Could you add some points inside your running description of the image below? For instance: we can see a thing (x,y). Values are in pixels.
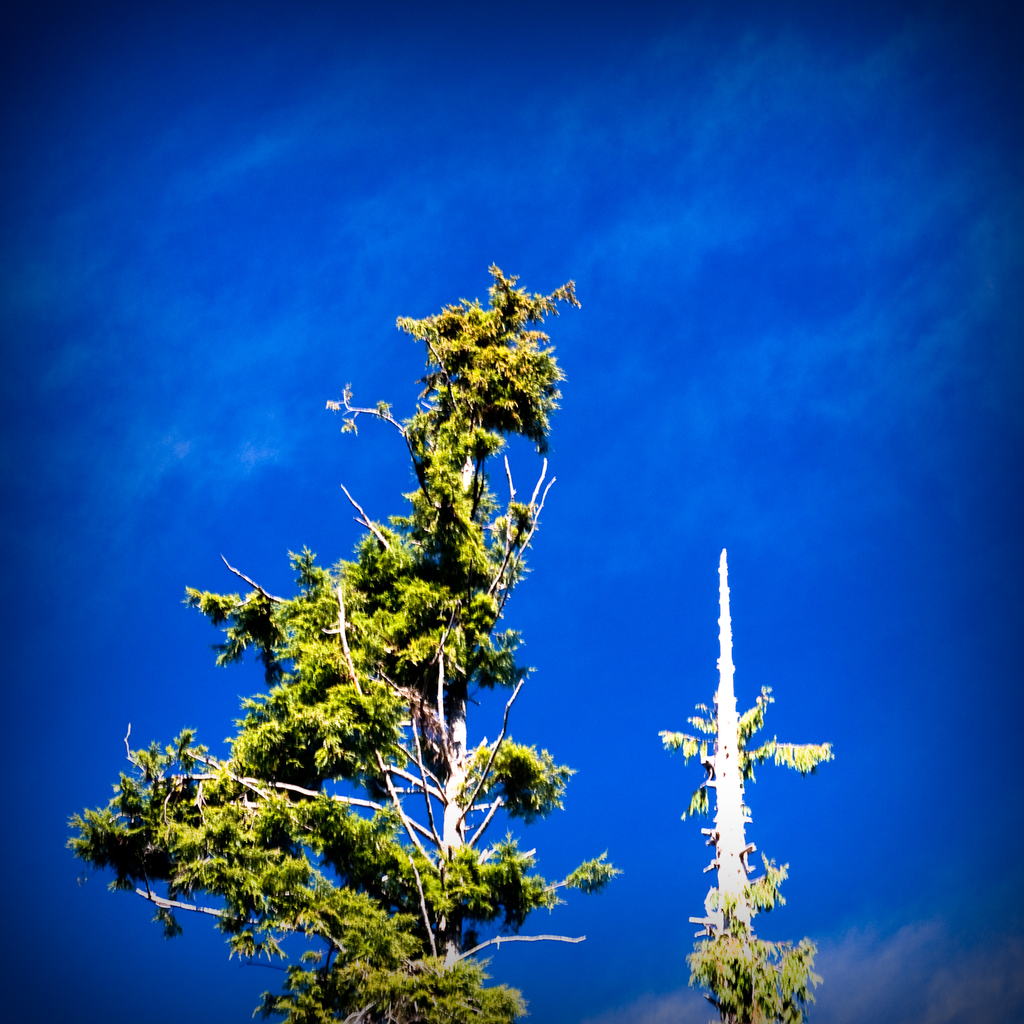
In the center of the image (446,461) we can see trees (391,869). In the background (659,867) there is a sky (657,247).
